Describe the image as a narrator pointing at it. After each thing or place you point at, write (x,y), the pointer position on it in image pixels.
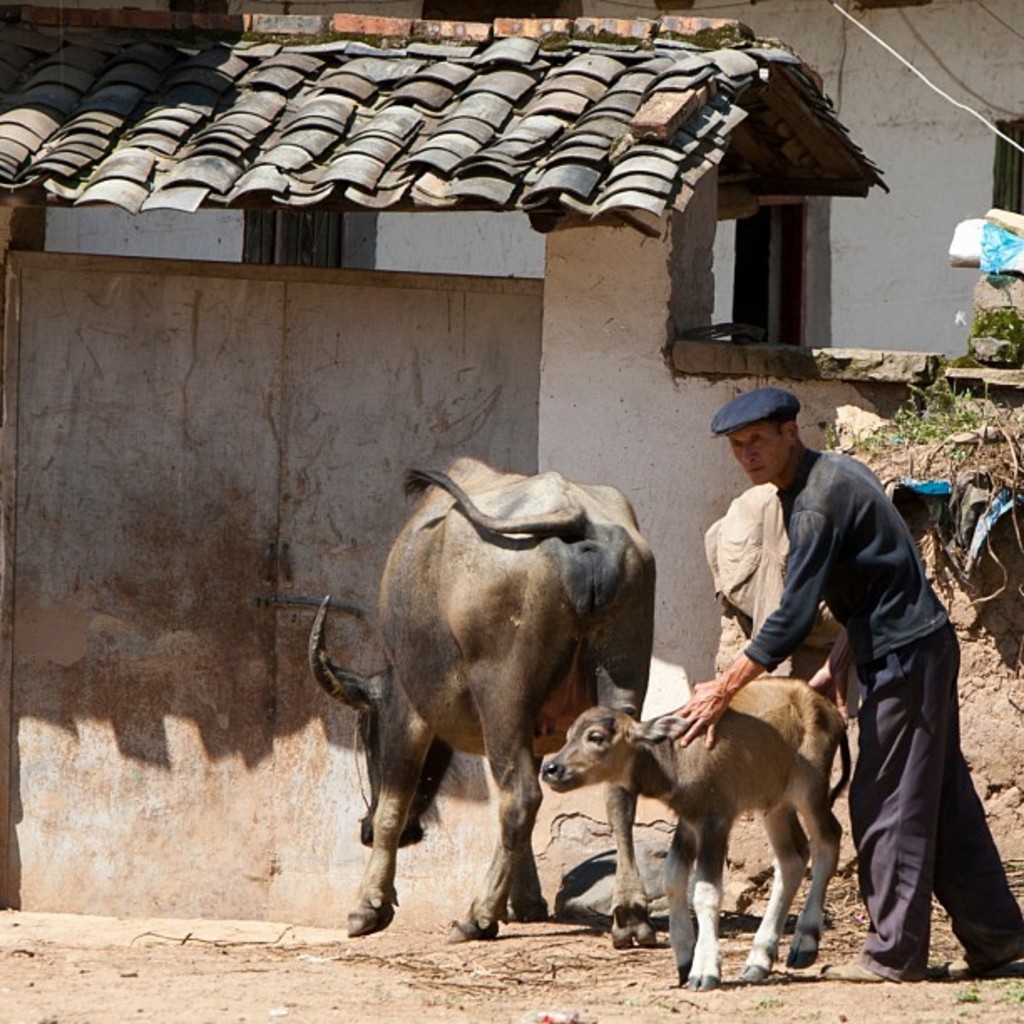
In the image there is a buffalo (615,673) and calf (737,724) standing in front of a home (749,316) along with a man (788,476), the man (788,476) have black cap (737,402) over his head (782,435).
